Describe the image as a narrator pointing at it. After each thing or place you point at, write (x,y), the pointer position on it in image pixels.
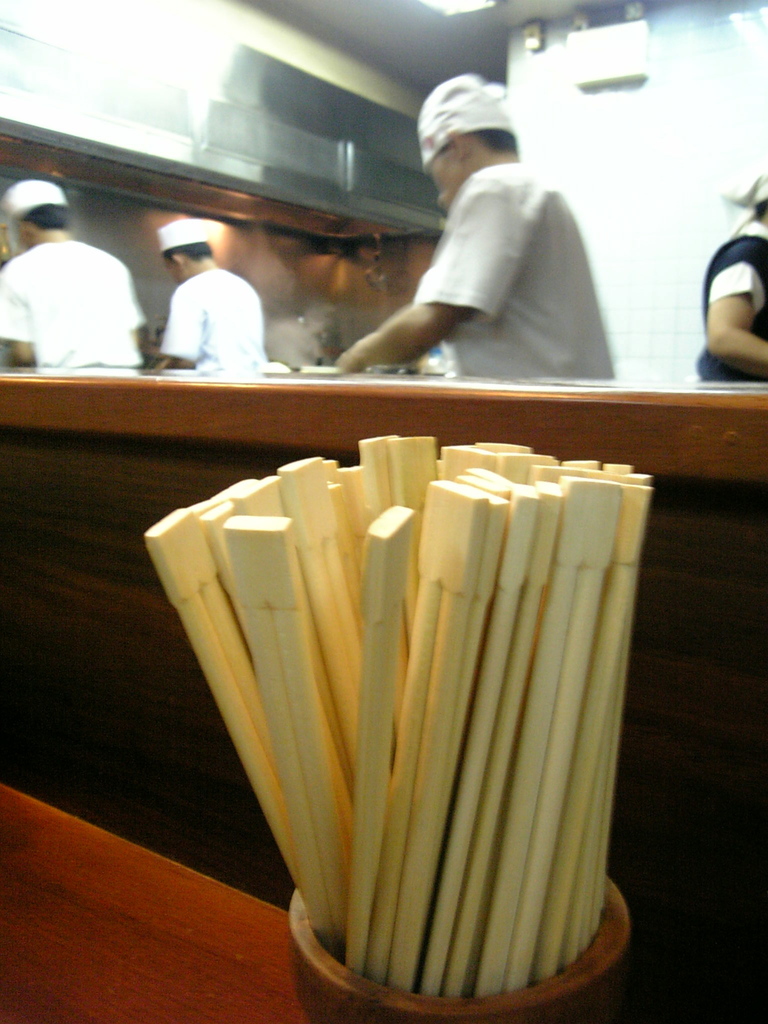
In this picture we can see four persons (760,201) standing wore cap (745,199) and they are doing some kitchen activity and in front (366,733) we can see sticks (391,666) in some wooden bowl (321,1018).
